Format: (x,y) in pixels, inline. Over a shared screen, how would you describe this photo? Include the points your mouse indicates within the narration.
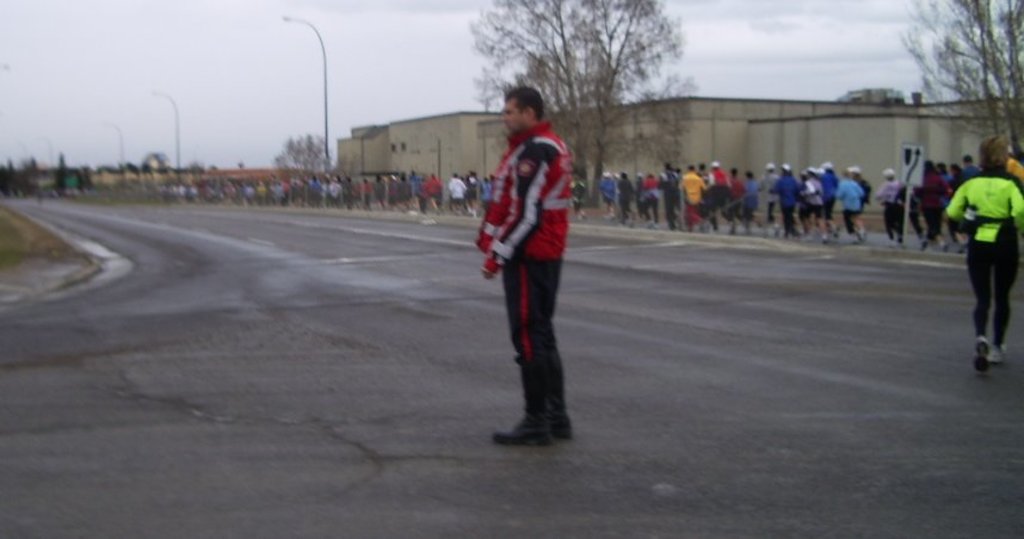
In this picture we can see a man (531,439) standing in the middle of the road (474,358) surrounded by trees (652,137) and houses (452,125). On the right side (807,184) corner we can see many people (635,185) running on the side path (793,234) of the road (370,338).
